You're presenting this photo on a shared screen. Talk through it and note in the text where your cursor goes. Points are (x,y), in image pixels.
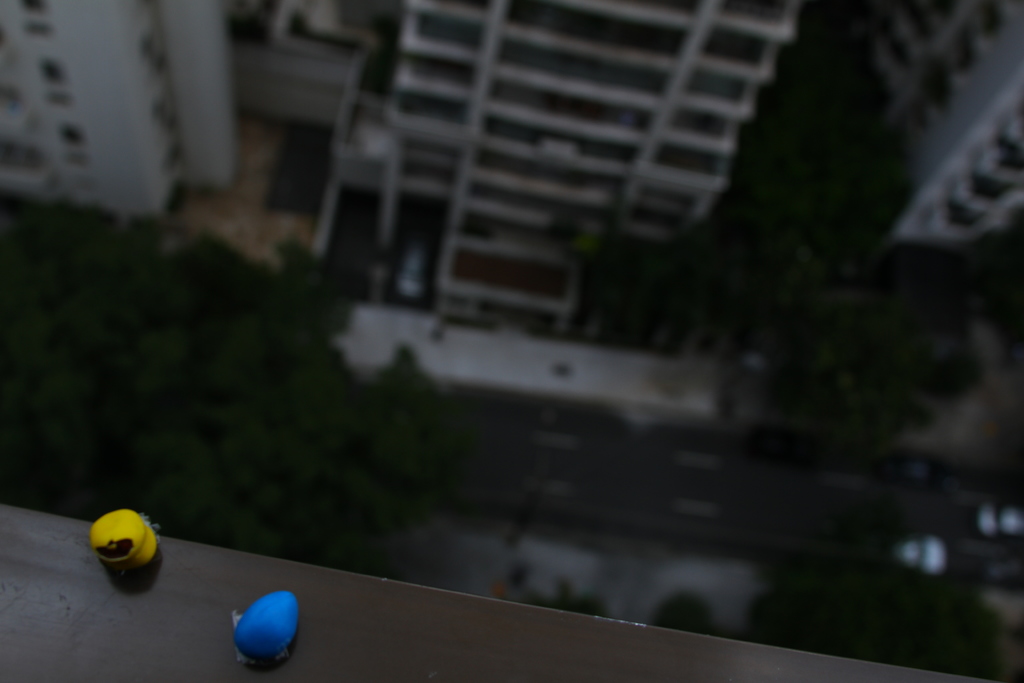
In the picture I can see two objects (244,634) on the black color surface (211,622). These two objects (100,551) are yellow and blue in color. In the background (519,208) I can see buildings (488,236) and some other objects (352,443). The background of the image (496,365) is blurred.
